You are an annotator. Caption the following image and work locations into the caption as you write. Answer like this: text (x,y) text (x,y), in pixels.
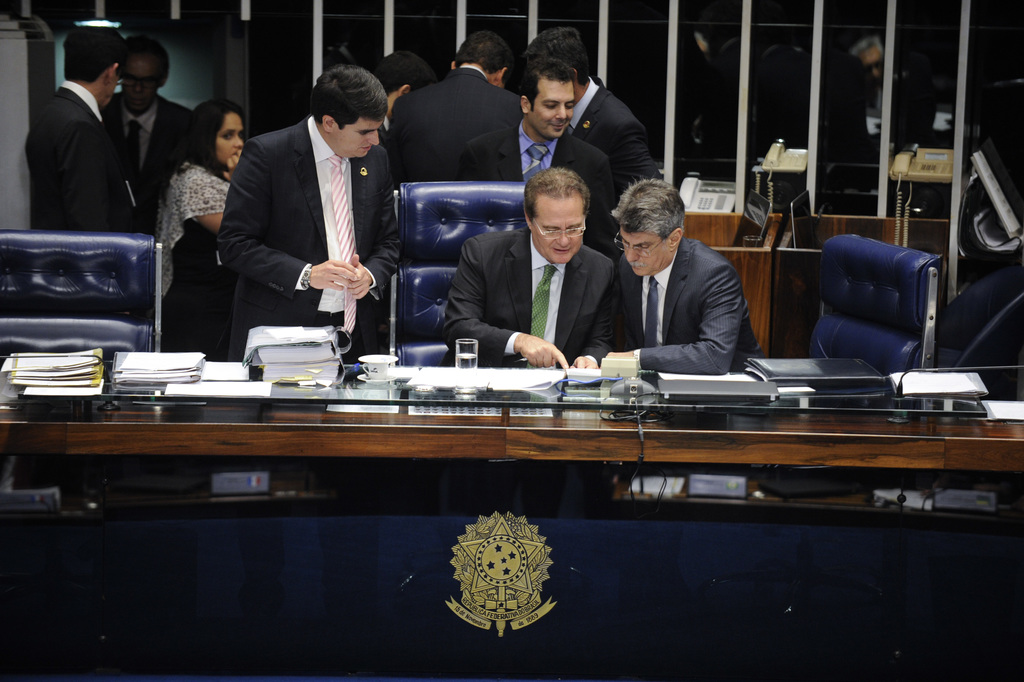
In this picture there are two men (523,323) in the center of the image (523,323) and there are other people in the background area of the image (458,157), there is a table (791,405) in front of them, on which there are books (30,377) and papers (415,375), there is a rack (672,129) behind them.
